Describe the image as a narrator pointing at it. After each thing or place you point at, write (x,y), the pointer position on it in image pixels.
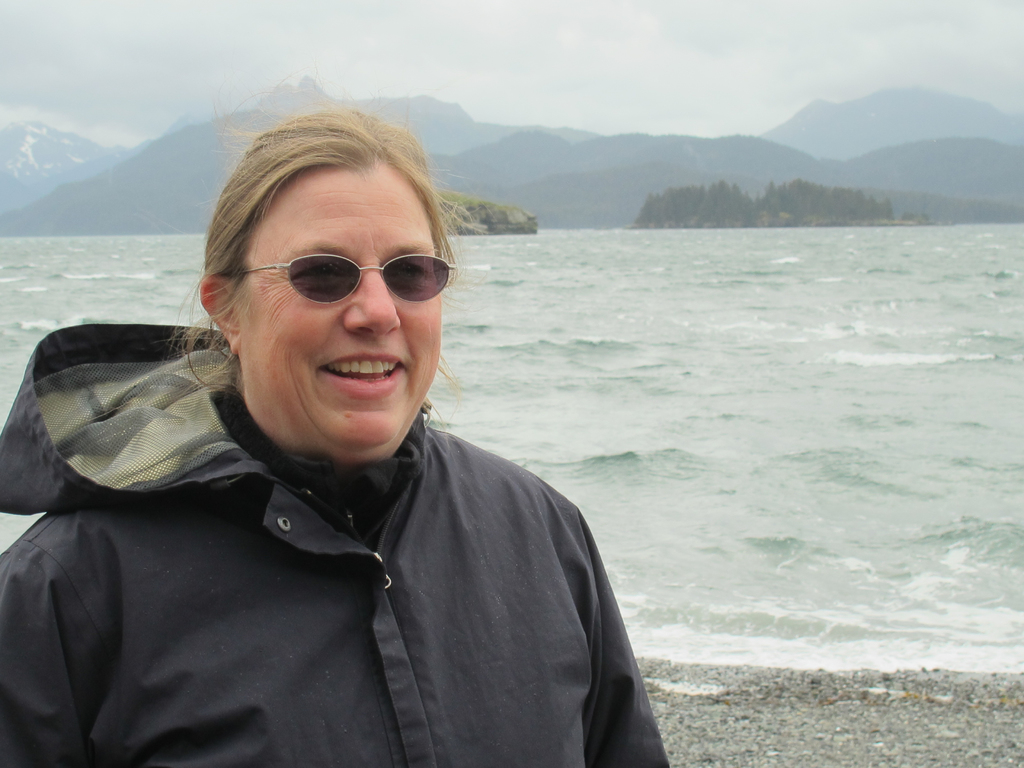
This is the woman (373,650) standing and smiling. She wore goggles (336,286) and a jerkin (414,690), which is black in color. This is the water (666,373) flowing. I think, this looks like an island (664,219) with trees (691,221). In the background (140,163), I can see mountains (457,115).
